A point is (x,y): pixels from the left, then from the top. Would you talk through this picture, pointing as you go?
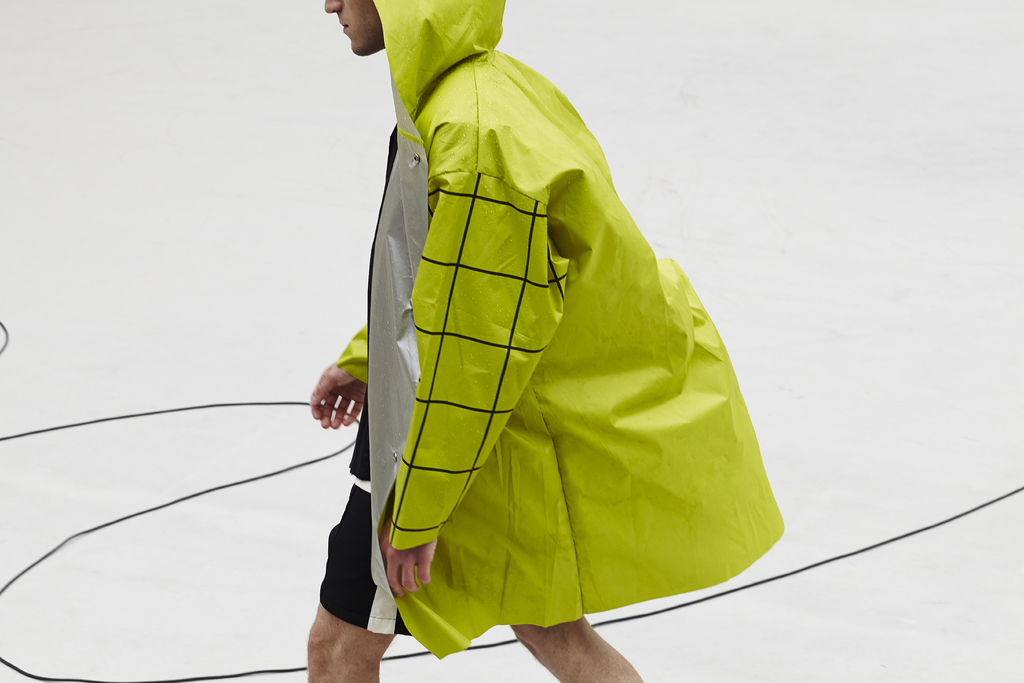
In this image we can see a person (421,501) walking by wearing a raincoat (447,415).
